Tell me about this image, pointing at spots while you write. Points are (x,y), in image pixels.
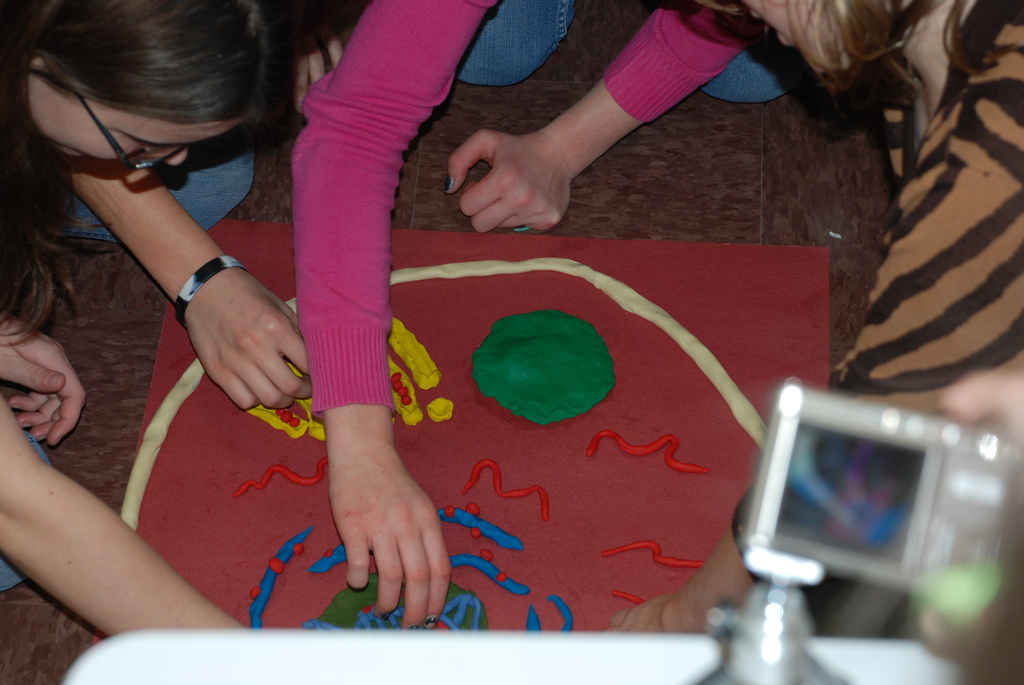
In this image we can see people (896,310). In the center (412,285) we can see an art (509,454) made with clay (453,513). On the right (906,577) we can see a camera (831,556).
